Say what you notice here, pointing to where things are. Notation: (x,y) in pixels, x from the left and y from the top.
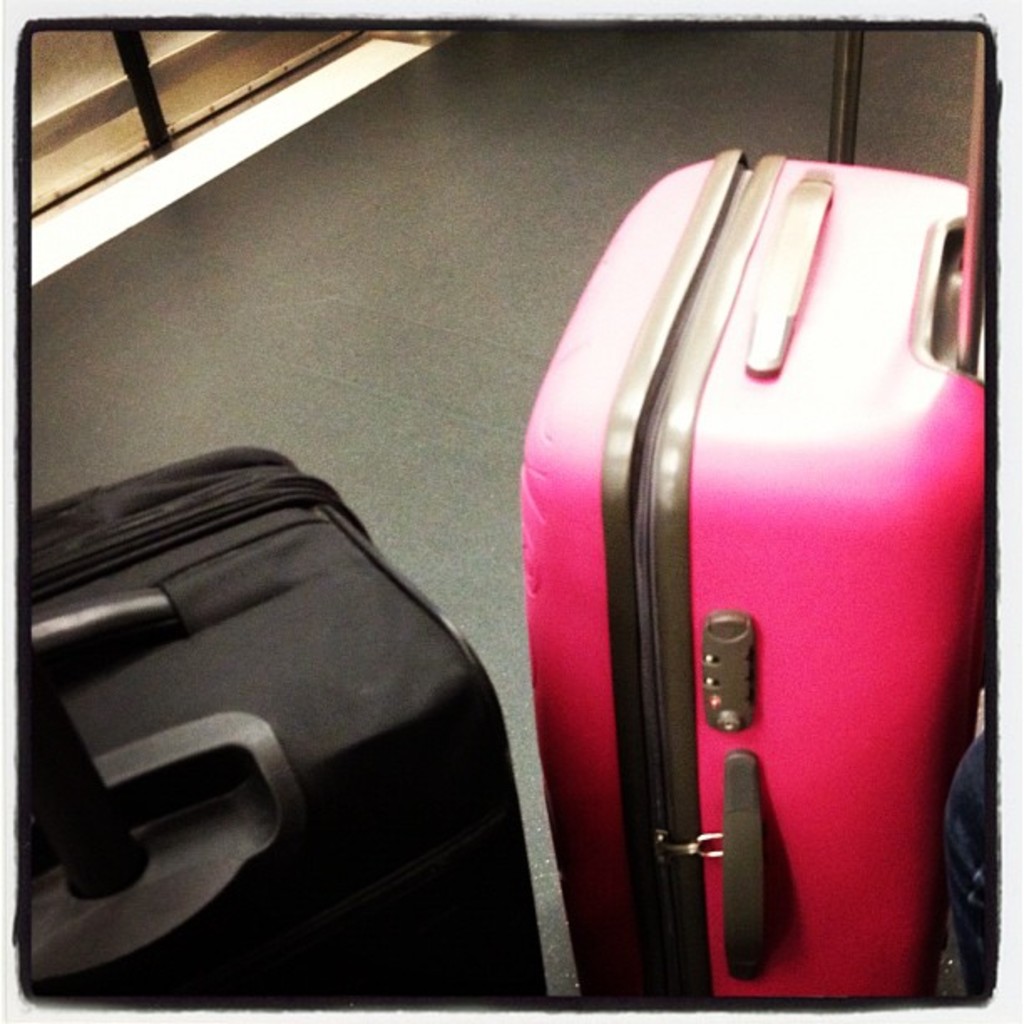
This picture is about baggage (934,485).
